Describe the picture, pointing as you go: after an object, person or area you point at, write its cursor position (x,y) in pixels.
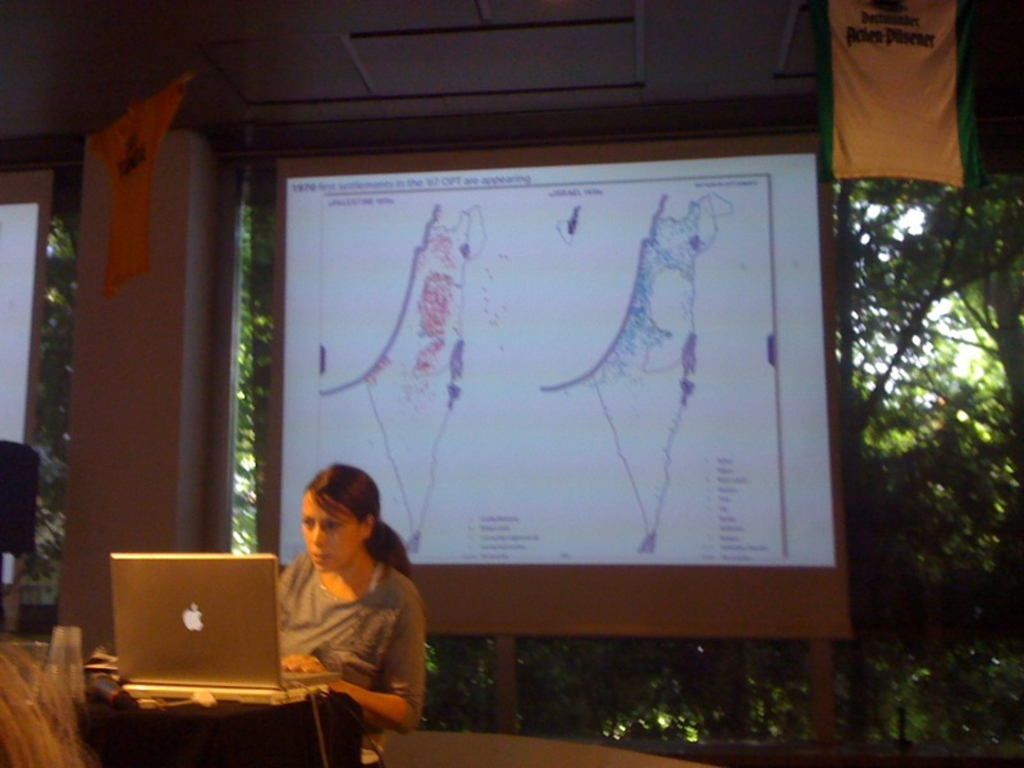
In this image there is a person (310,634) sitting, there is laptop (221,667) on the table (240,742), there is a microphone (115,684) on the table (231,720), there is a glass (61,656) on the table (168,738), there is a screen (570,403), there are flags (891,111), there is a pillar (169,411), a screen (22,299) is truncated towards the left of the image (16,239), there is an object (8,474) is truncated towards the left of the image (7,487), there is a roof (519,59), there are trees (926,560).
